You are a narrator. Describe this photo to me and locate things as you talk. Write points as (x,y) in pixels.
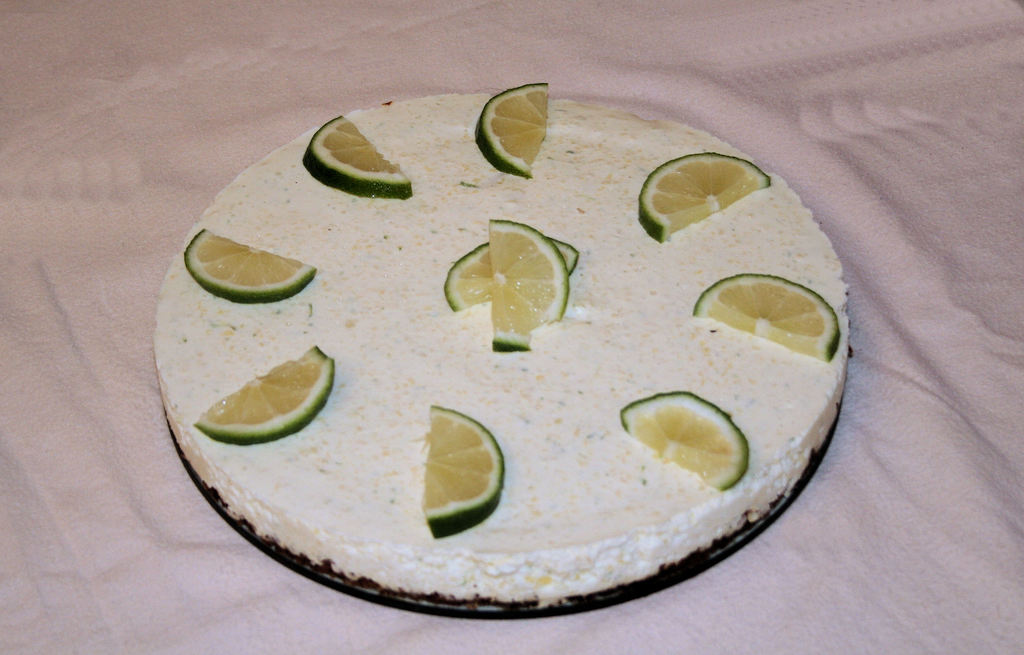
In this picture there is a cake (296,216) on the bed (705,604). On the cake (281,180) we can see lime pieces (440,434). At the top (279,83) there is a pink color bed sheet (583,69).
